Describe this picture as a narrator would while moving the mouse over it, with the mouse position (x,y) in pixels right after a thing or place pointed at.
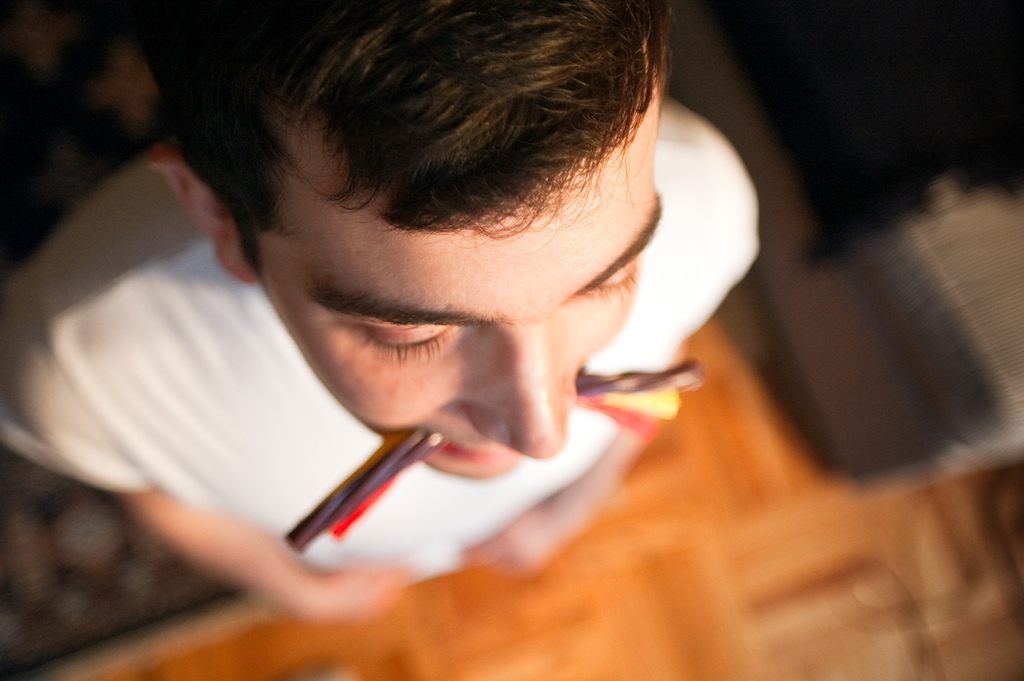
In this picture we can see a man (702,173) standing on the floor (711,391), wearing a white t-shirt (724,277) and he is holding some colorful object (395,456) in his mouth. Remaining portion of the picture is blur.
